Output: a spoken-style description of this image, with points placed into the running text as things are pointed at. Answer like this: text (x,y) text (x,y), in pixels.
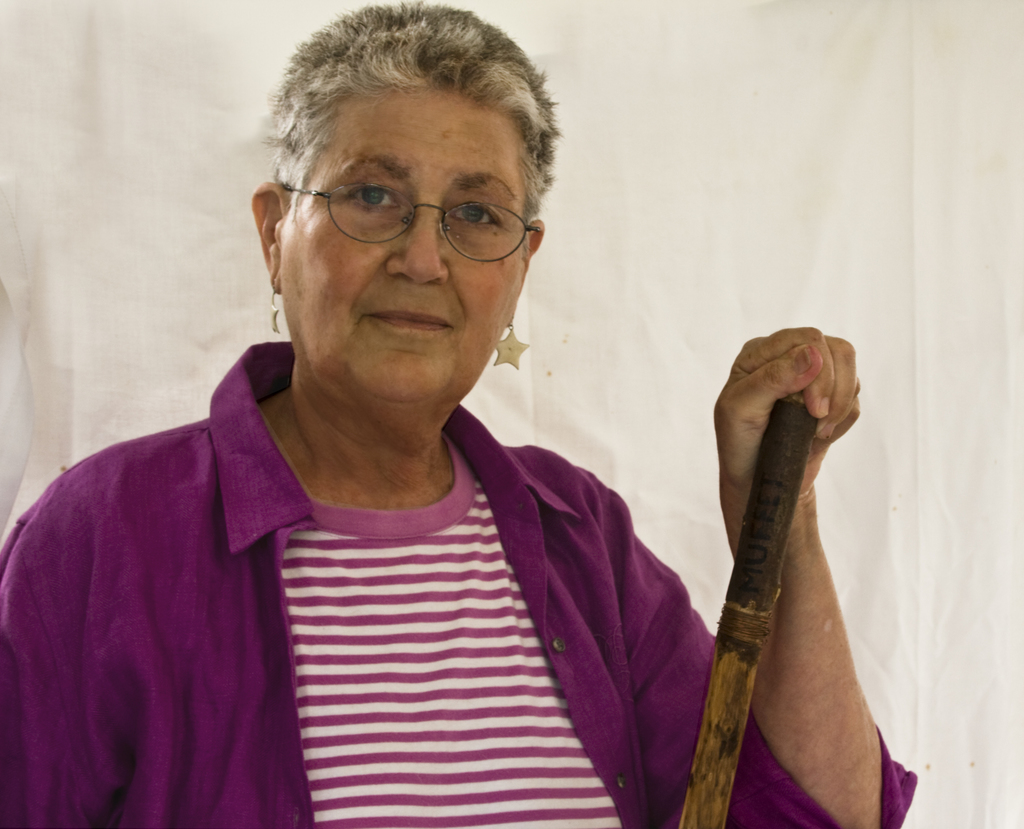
In this image we can see a lady (384,655) standing and holding a stick (749,699). In the background (614,146) there is a cloth (594,247).
